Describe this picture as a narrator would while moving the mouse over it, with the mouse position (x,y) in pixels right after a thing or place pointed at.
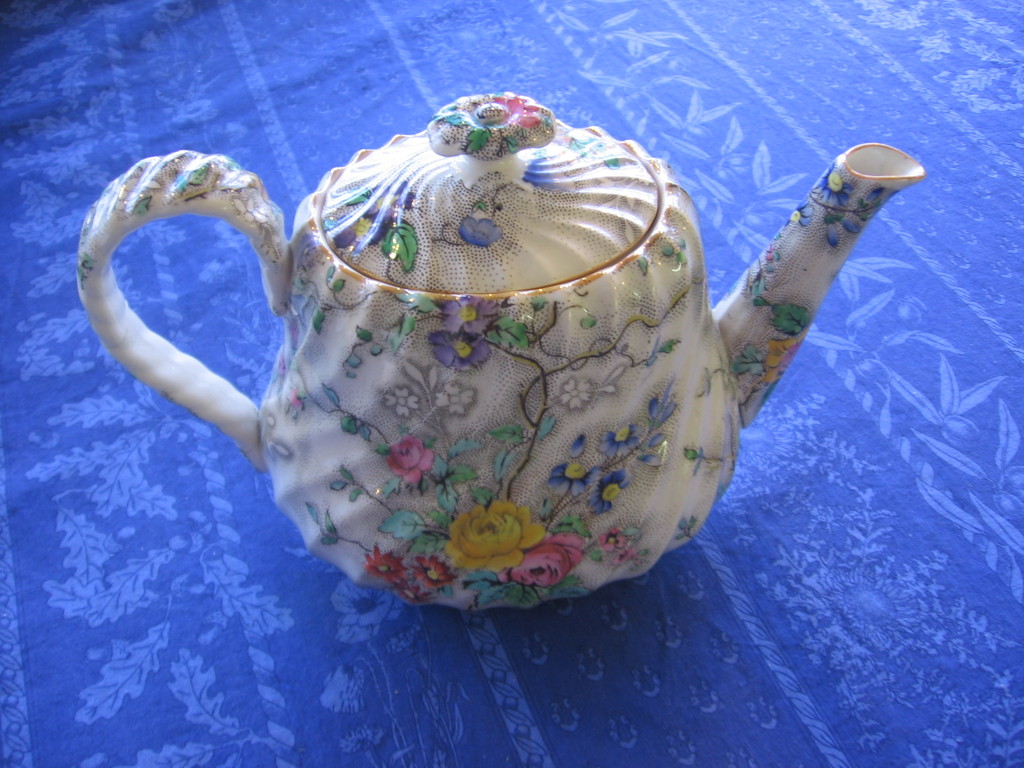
In this image there is a kettle (481,310) on the blue color cloth (514,693). On the kettle (483,443) there is some design (489,474) of the flowers (480,549).
